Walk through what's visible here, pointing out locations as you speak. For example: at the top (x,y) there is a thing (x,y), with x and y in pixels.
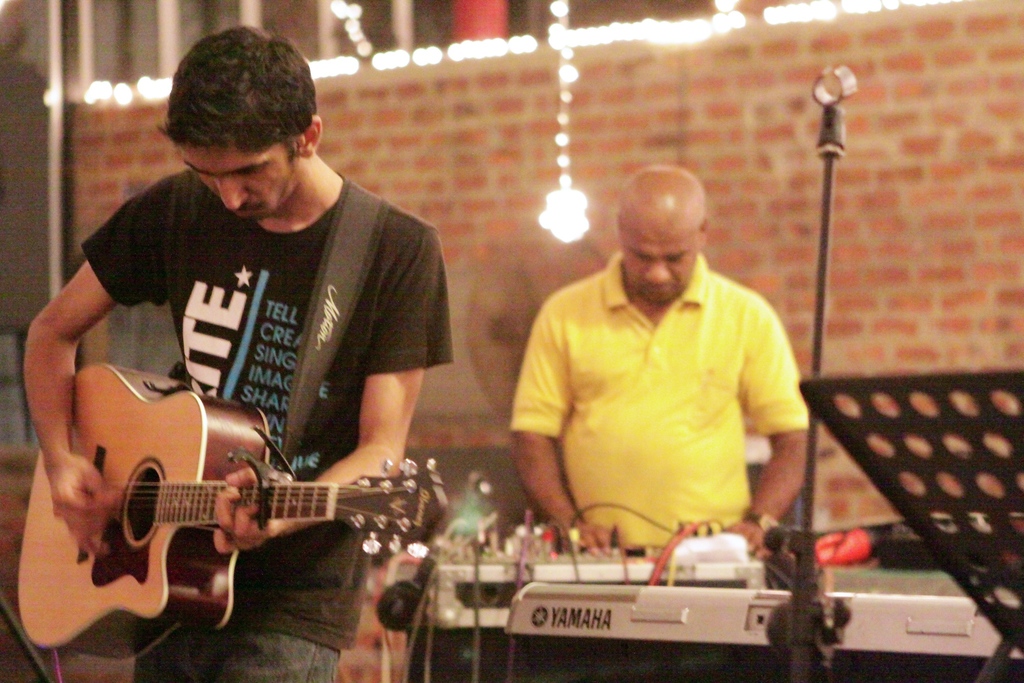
In this image I can see two men (646,176) where they both are playing musical instruments (325,506). In the background (585,140) I can see a red wall (707,156) and lights (369,44) as a decoration (599,27).
